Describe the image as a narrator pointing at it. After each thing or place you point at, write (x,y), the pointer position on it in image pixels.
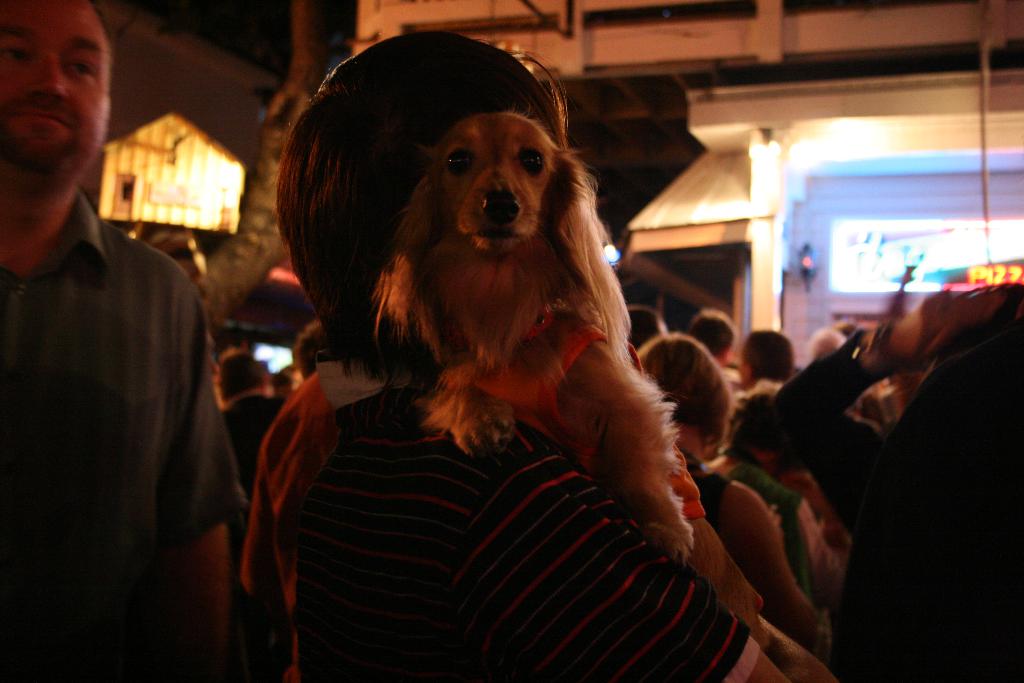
In this picture I can see a group of people (558,464) are standing. Here I can see a dog (471,322) is sitting on a person (492,493). In the background (674,159) I can see buildings (774,133).
